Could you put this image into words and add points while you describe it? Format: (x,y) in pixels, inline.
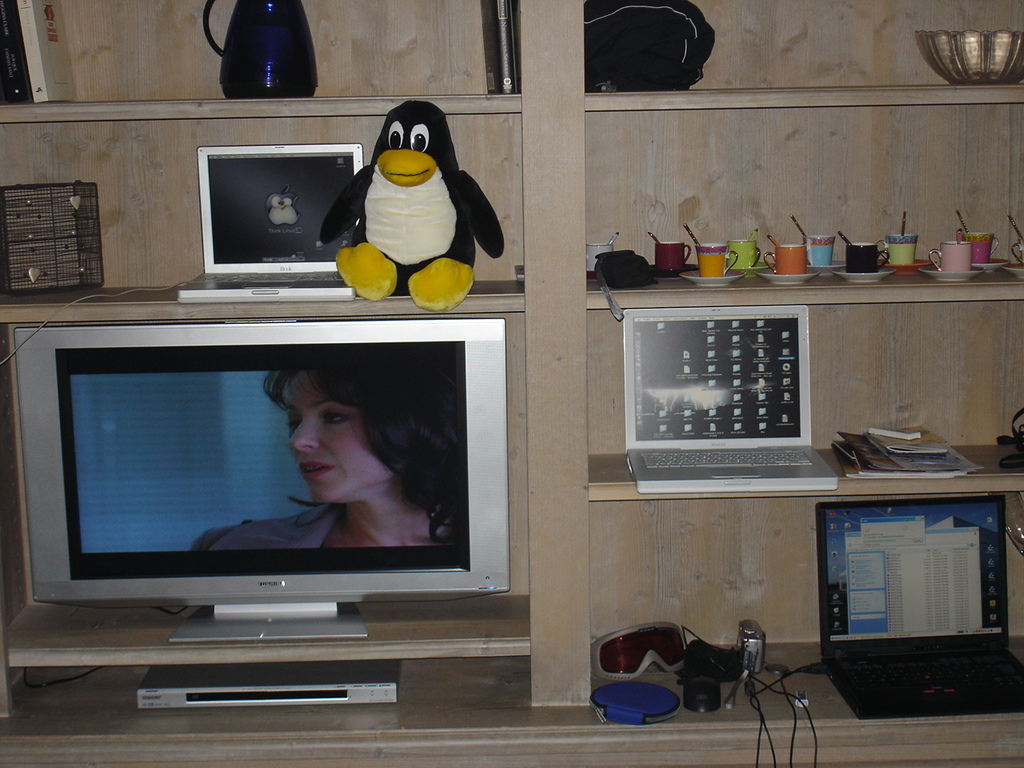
In this image we can see objects (331,266) placed in shelves (769,41). There is a TV (261,363), laptop (985,637).
